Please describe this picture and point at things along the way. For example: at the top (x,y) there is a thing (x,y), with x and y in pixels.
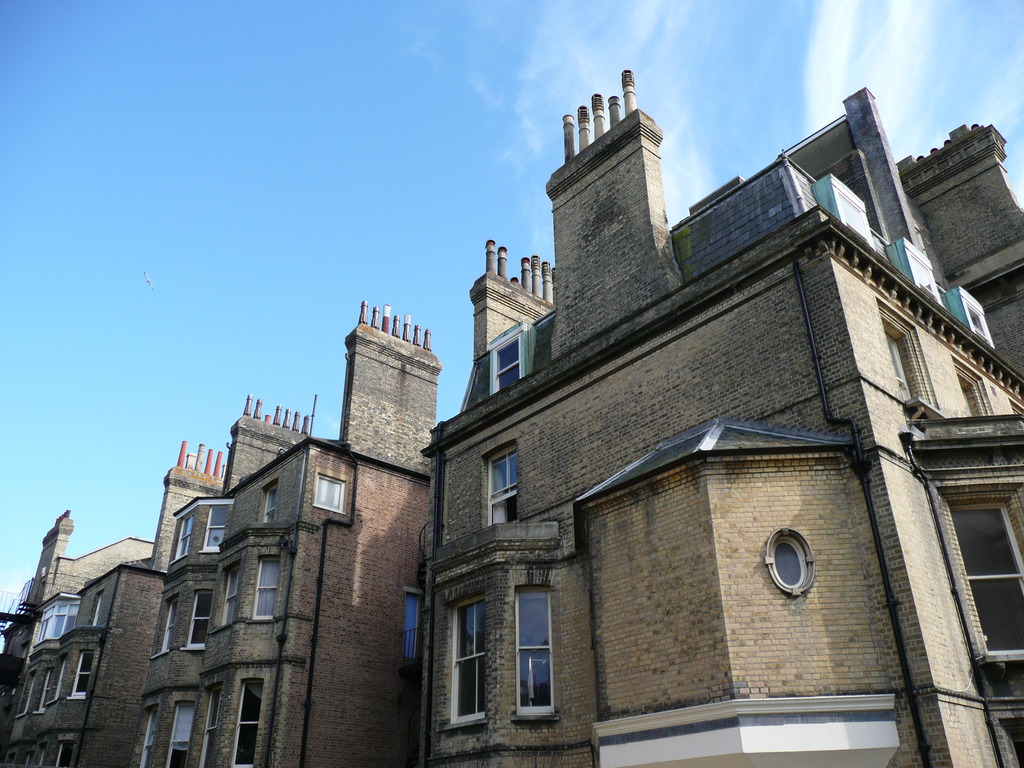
In the center of the image (402,415) there are buildings (555,422). At the top (404,93) there is sky (425,94).
